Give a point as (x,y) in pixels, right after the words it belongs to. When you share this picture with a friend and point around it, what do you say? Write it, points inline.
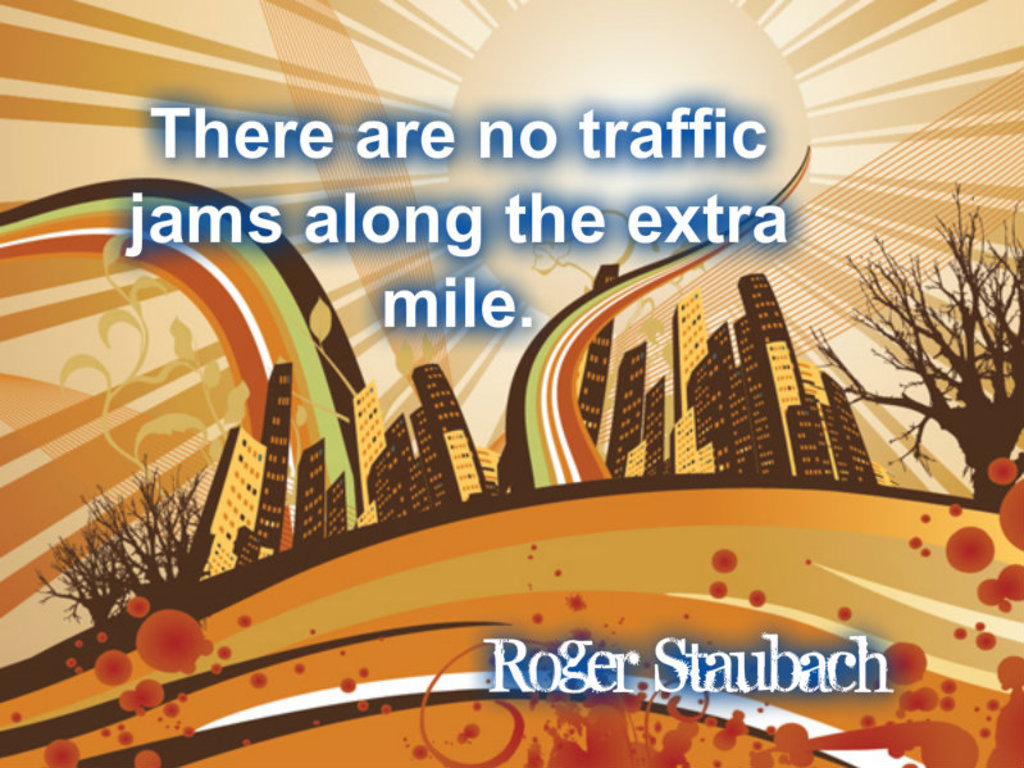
In this image, we can see a poster (465,293), on that poster (438,347) we can see buildings (300,495) and some text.
